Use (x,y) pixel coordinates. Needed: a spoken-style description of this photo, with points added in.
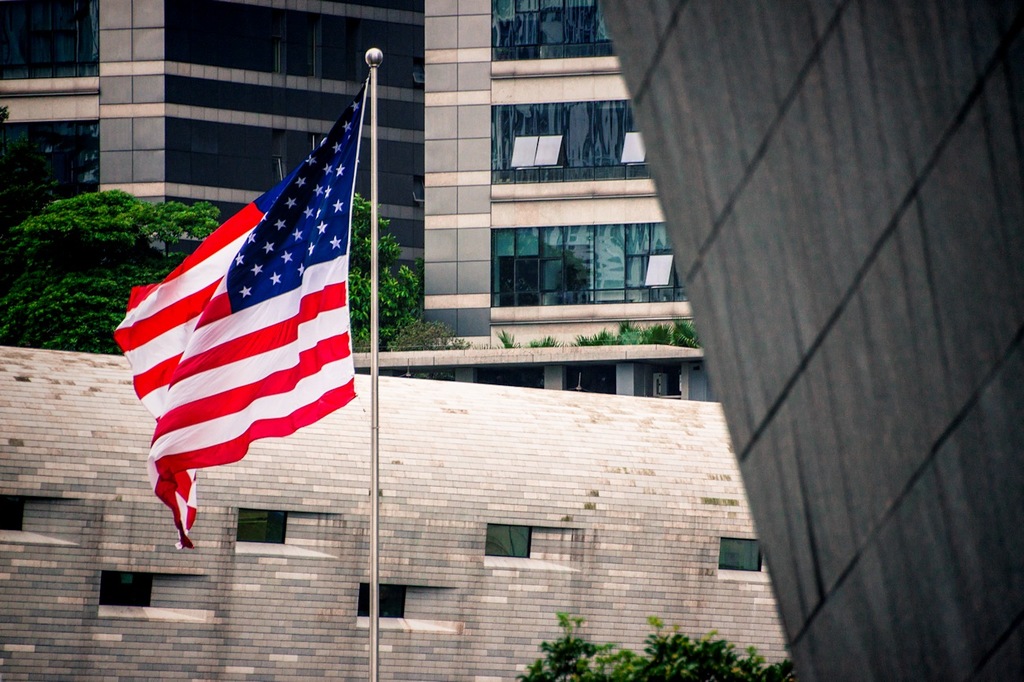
In this image I see a flag (237,267) over here and it is of red, white and blue in color and it is on this pole (373,348) and I see the buildings (489,277) and I see the trees (59,280) and the plants (685,331).
